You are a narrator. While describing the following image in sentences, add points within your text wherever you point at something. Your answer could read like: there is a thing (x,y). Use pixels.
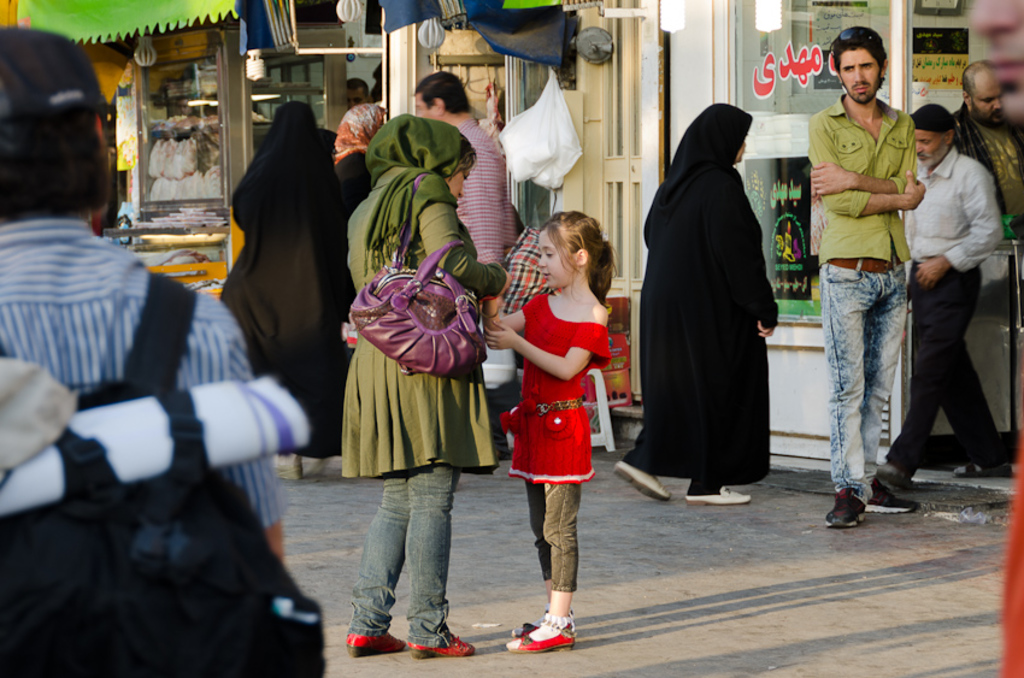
In this image there are crowd of people (317,322) visible in front of the building (662,110) and a carry bag (538,109) attached to the wall (590,69) of the building (639,56).
